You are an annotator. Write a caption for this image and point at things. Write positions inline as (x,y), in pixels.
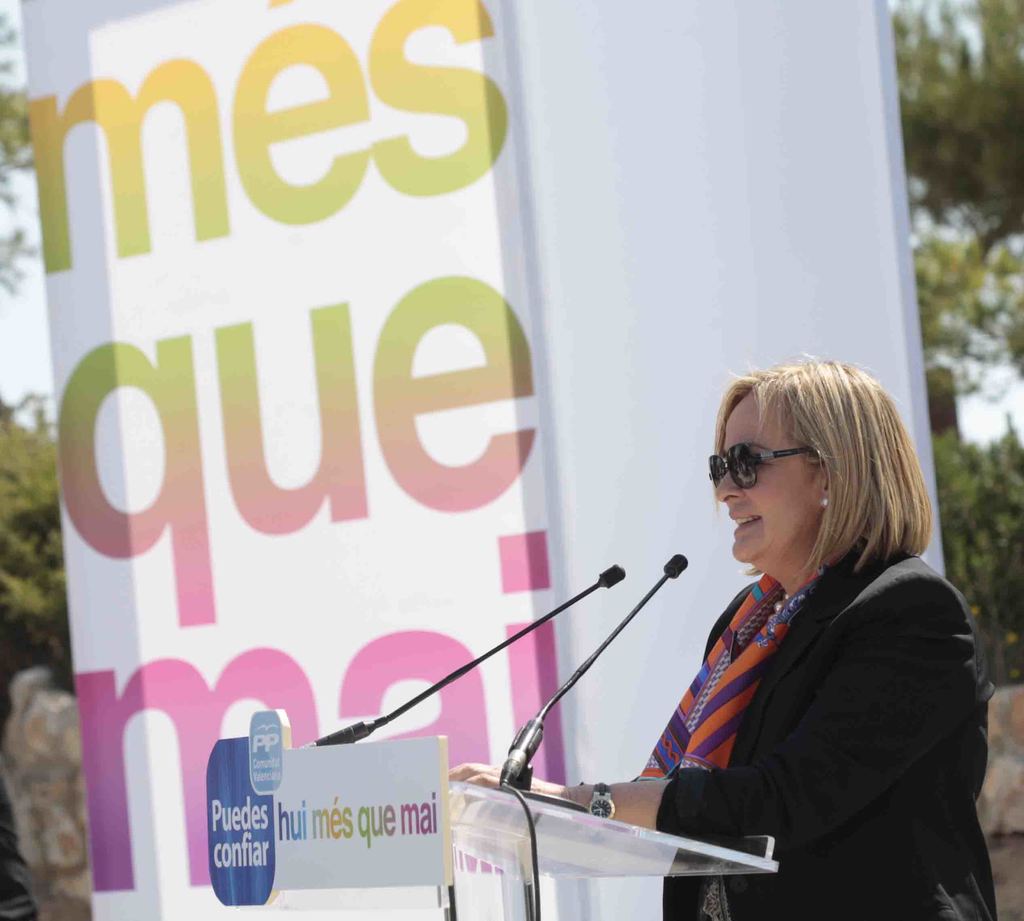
In this image I can see a person (742,723) standing. There are mikes (536,626) and there is a podium (585,841). There are boards (348,469) and in the background (940,205) there are trees (952,197).
